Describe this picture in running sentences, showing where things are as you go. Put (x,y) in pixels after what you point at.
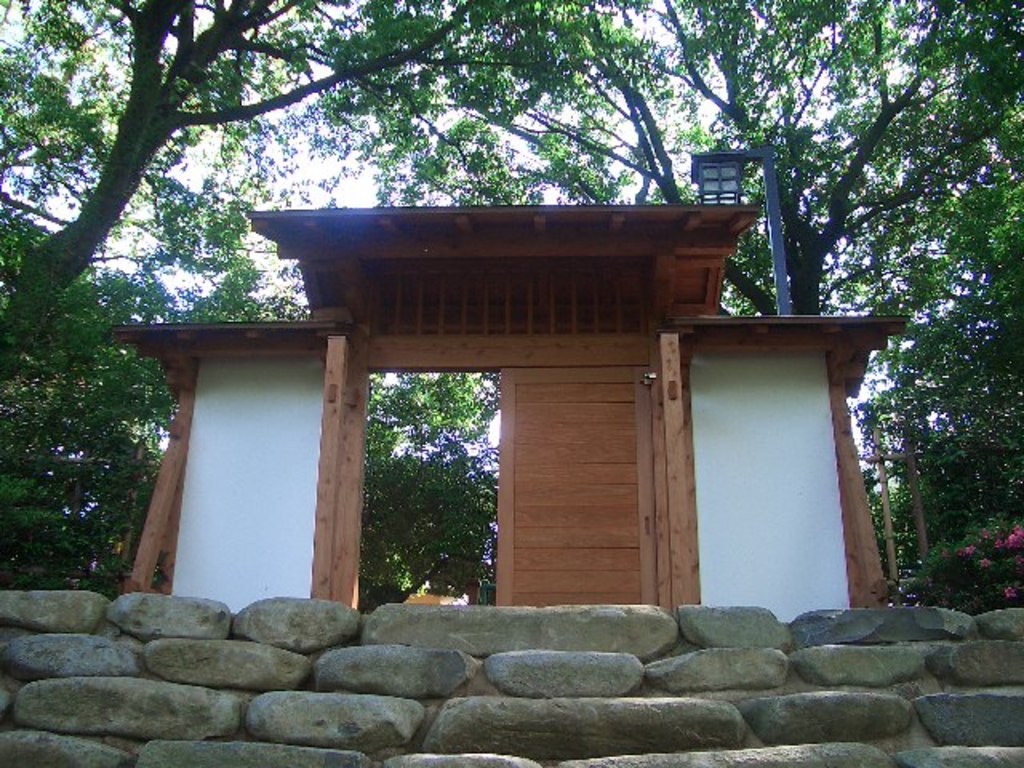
In this picture I can see the stones (357,711) in front (327,717) and in the middle of this picture (633,291) I see the wooden thing (638,267) and a light pole (730,178) beside to it. In the background (751,246) I see number of trees (855,180). On the right bottom of this image (951,552) I see a plant (990,554) on which there are flowers (985,537) which are of pink in color.
